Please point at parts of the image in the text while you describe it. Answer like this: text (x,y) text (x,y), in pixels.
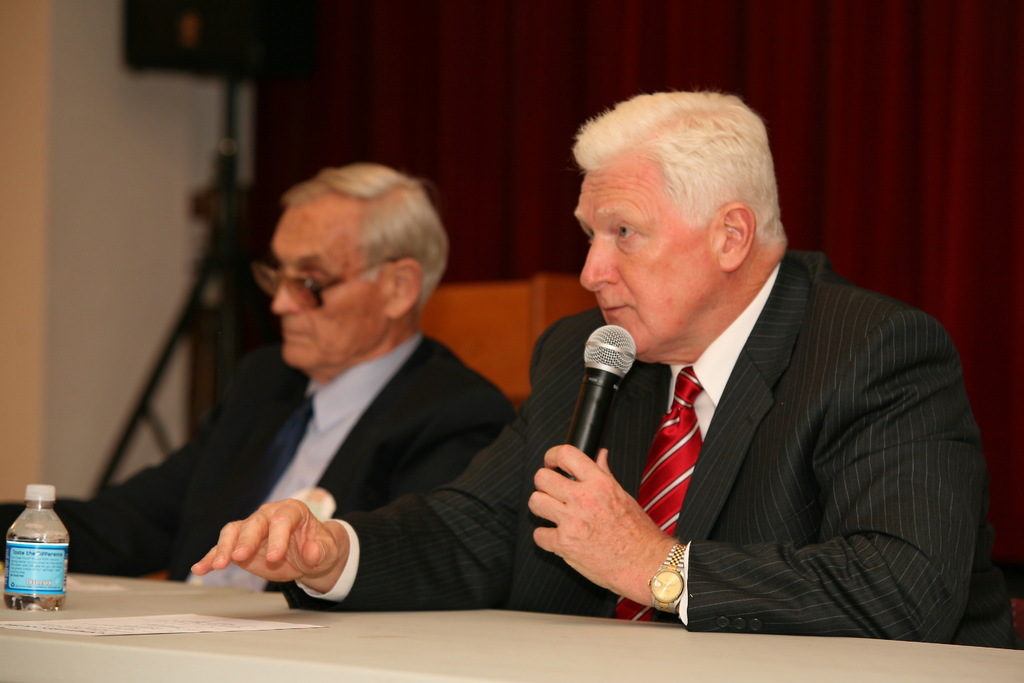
Here we can see two people (323,452). These people (430,431) wore suits (465,425). This man (628,465) is holding a mic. On this table (157,586) there is a paper (100,619) and bottle (38,561). Background (97,142) it is blur. We can see a red curtain (304,84), wall (198,98) and speaker stand (220,32).
